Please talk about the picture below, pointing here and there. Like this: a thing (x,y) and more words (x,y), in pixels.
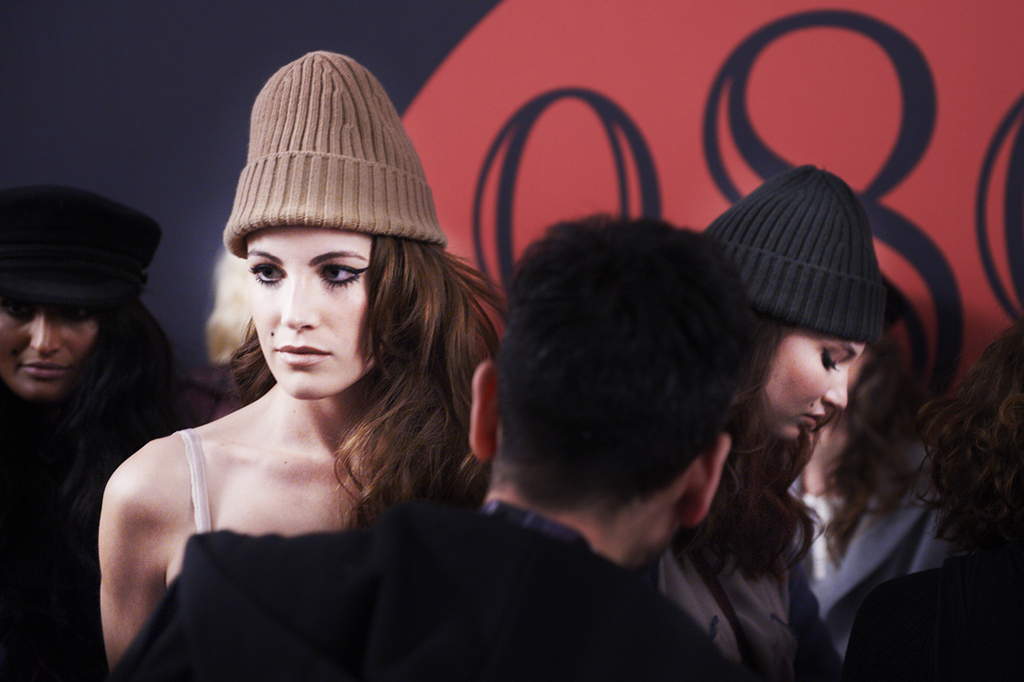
In this image, I can see few people (308,356) standing. In the background (408,16), that looks like a hoarding (739,85), which is red and black in color.
